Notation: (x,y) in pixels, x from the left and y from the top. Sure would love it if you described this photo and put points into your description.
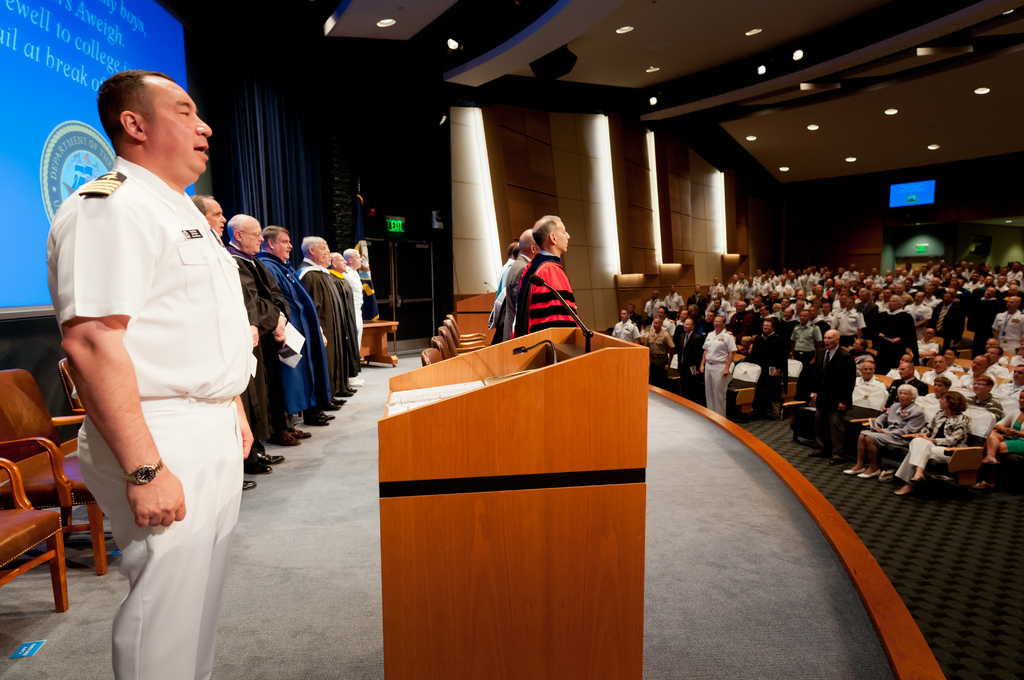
This image consists of many persons (98,465). In the front (260,513), we can see few persons (290,393) on the dais (327,450) standing and singing. And we can see a podium (561,507) made up of wood (573,496). On the right (894,325), there is a huge crowd (889,342). At the top (821,81), there is a roof (821,81) along with light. In the background (636,167), there are pillars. On the left (41,199), we can see a screen (46,275) along with the chairs (17,504).
